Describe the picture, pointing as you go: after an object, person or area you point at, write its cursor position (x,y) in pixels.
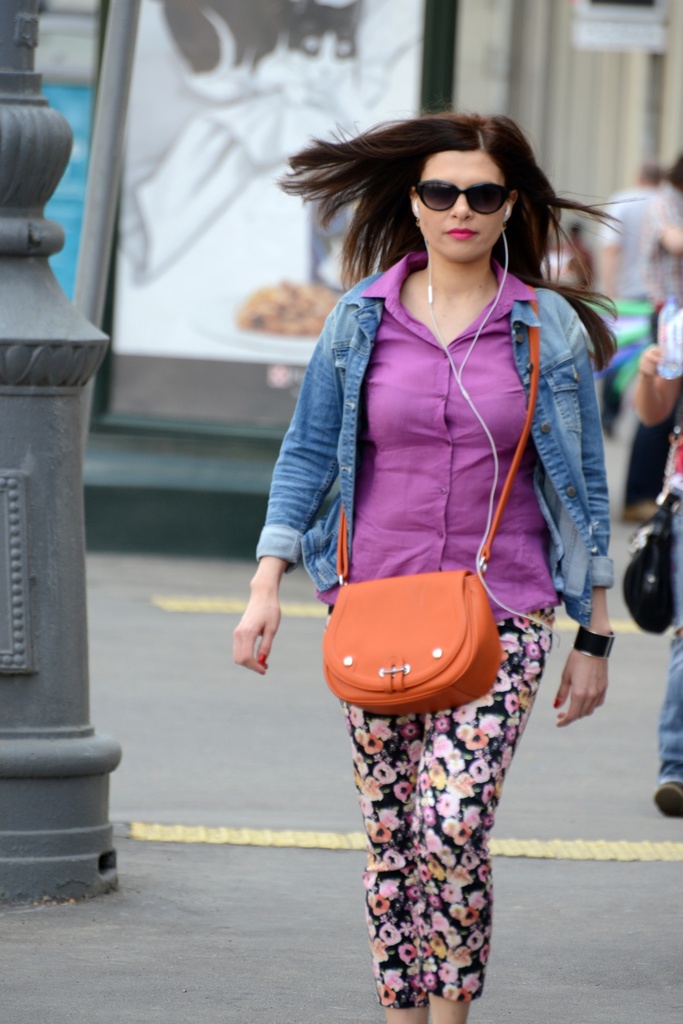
This woman (361,428) is highlighted in this picture. This woman (437,254) wore jacket (338,430), bag (428,663), goggles (487,212) and watch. Far the other persons (675,513) are standing. A picture (200,130) on wall (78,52). This is a pole (35,28).
